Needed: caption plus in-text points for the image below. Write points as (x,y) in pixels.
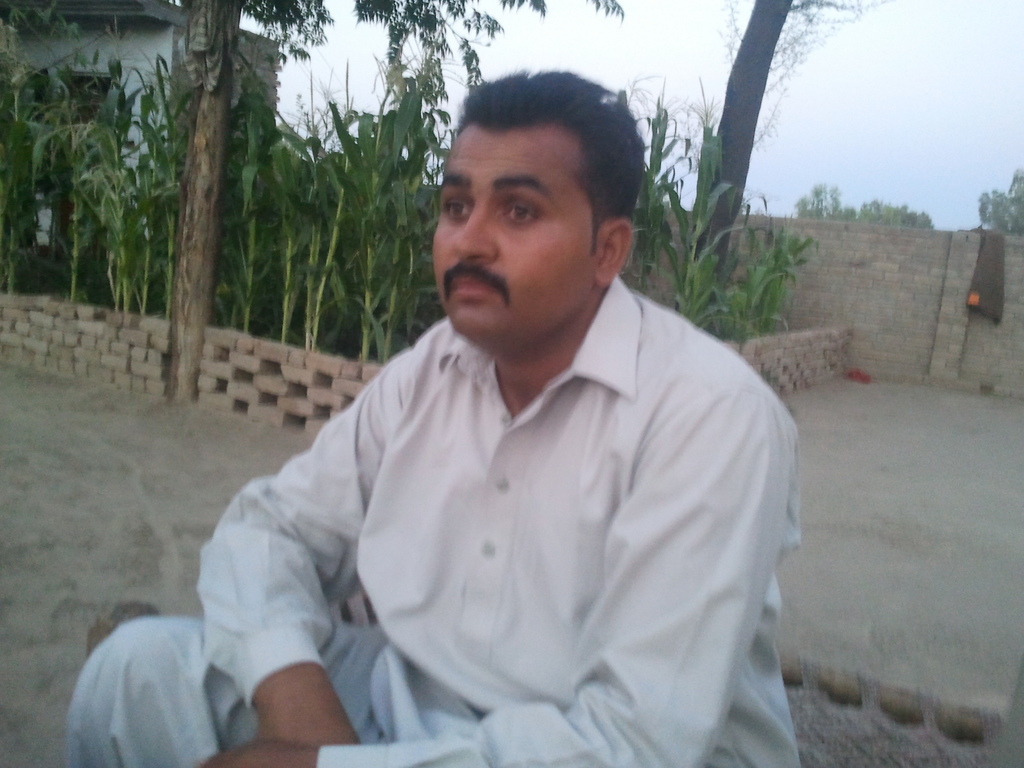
In this image I can see a person (570,535) wearing white and blue colored dress (506,611) is sitting on a cot (809,716) which is made of wood (911,717). In the background (291,397) I can see few trees (187,369), a wall (902,299), a house (138,30) and the sky (918,29).
